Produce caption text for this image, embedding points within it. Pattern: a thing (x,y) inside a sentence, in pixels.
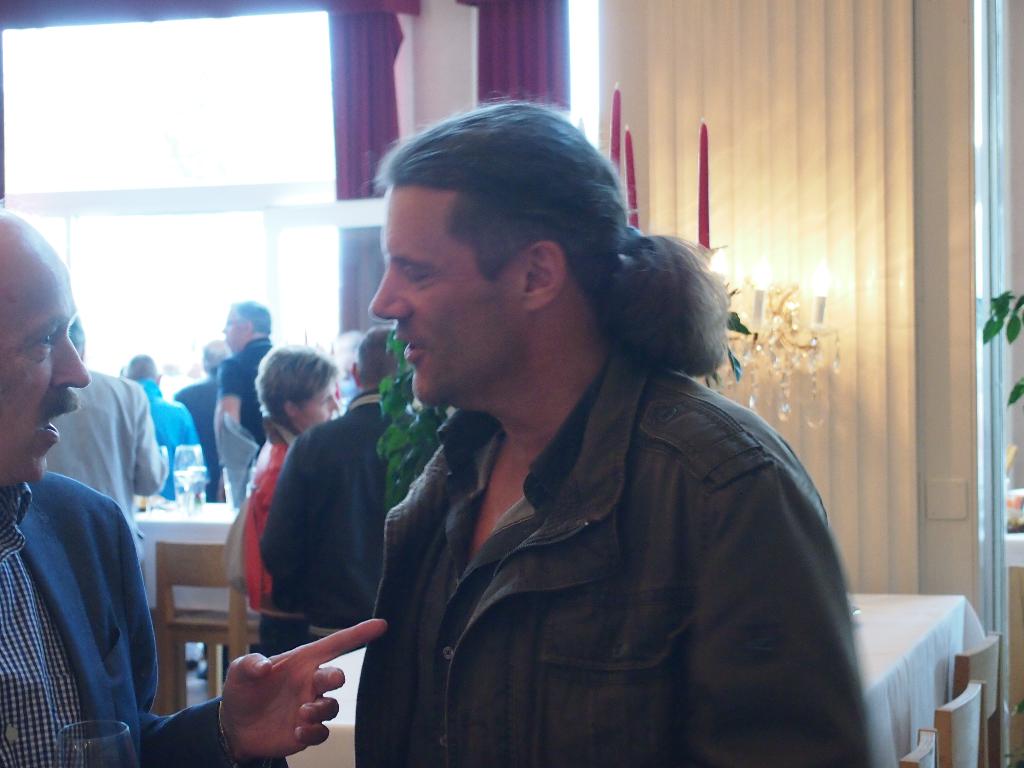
As we can see in the image, there is a window (161,269), wall (851,400), curtain (853,358), candle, lights (818,343) and few people (493,394) standing over here and there are tables (956,618). On table (173,516) there is a glass (185,472).
